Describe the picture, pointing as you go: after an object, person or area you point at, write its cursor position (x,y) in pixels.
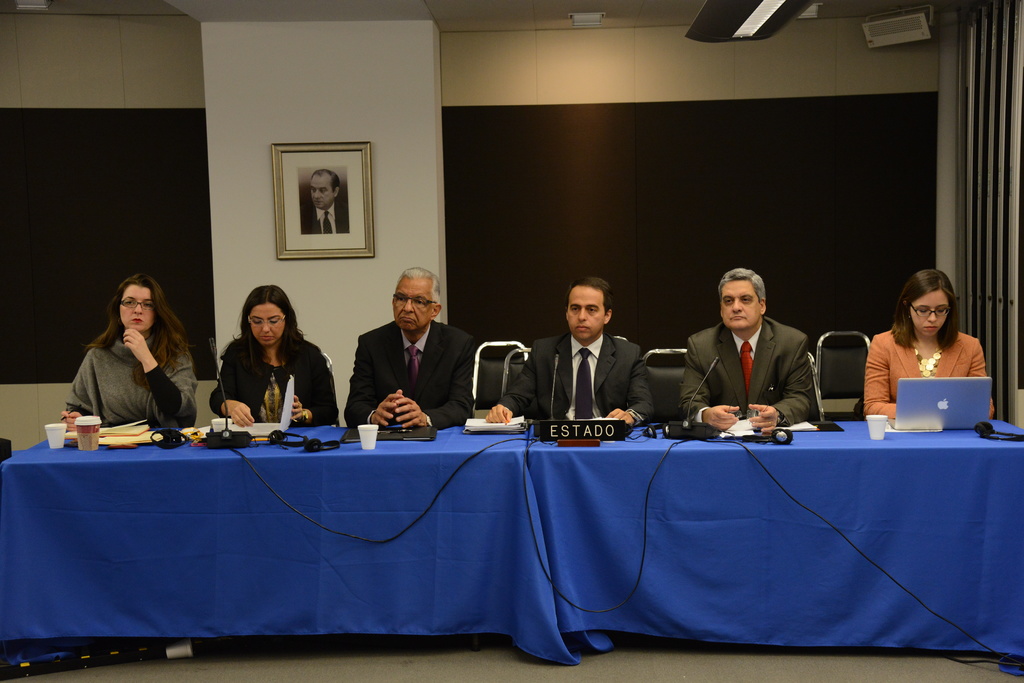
This is the picture in a seminar room (493,640), there are six people (439,366) sitting on a chair (840,359) and the table (951,490) is covered with blue cloth (217,499). This is a name board (560,440) and the woman (900,376) in orange coat (886,354) is looking into the laptop (933,408). There are the white cups (363,429) and there are three women's (164,380) and three men's (614,346). Two men's (464,359) are black coat (527,369) and the background of the six people (236,397) there is a wall (350,289) with photo frame (307,196) of a man (333,185) and the wall (394,202) is in white color and also the black color.
